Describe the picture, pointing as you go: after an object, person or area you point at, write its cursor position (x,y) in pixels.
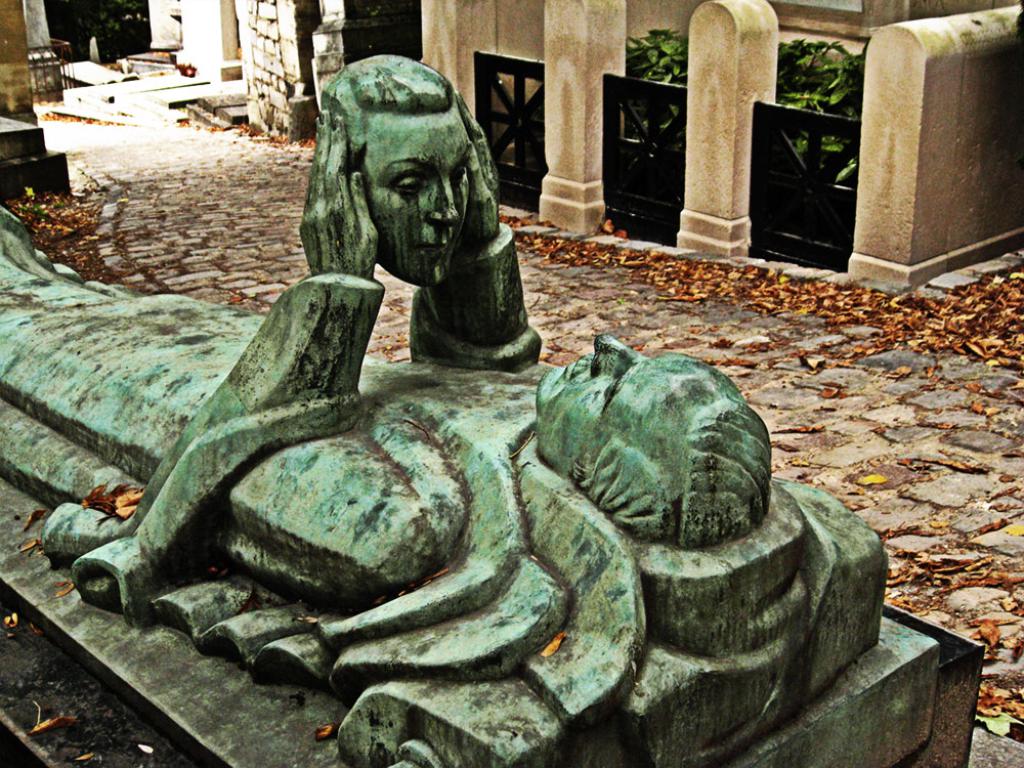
In this image there is a sculpture (297,615) of a person (401,433) in middle of this image (489,489) and there is a wall (276,49) in the background (605,104).
